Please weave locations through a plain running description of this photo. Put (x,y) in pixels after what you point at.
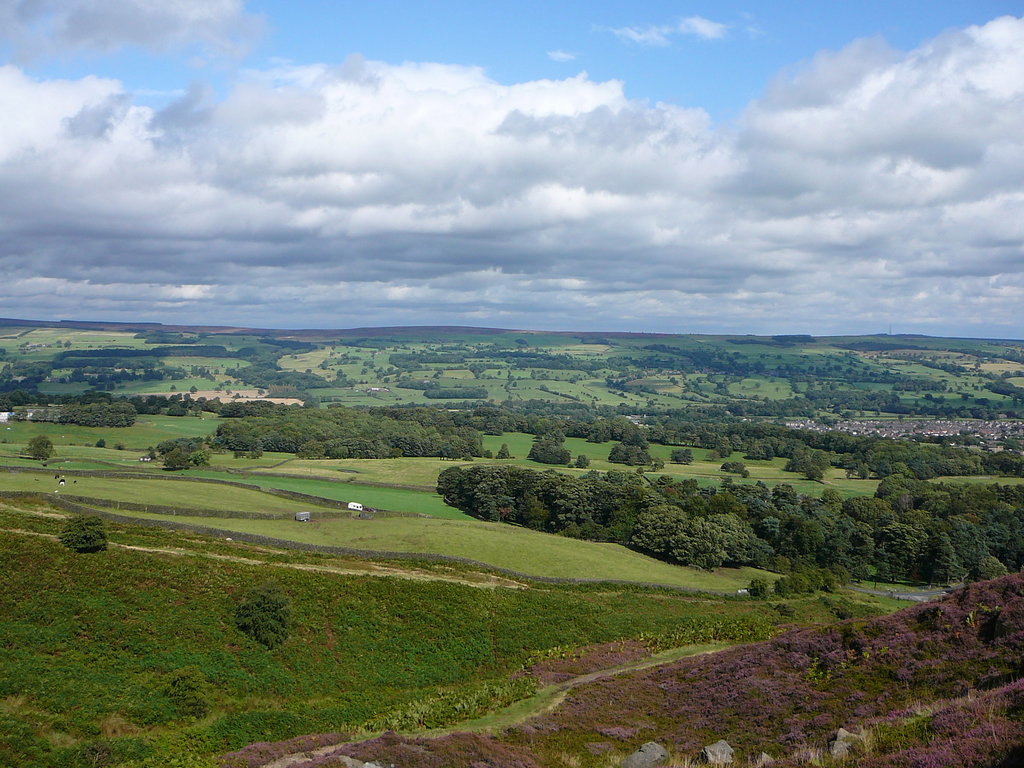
In this image I see the green grass (387,402) and I see number of trees (315,448) and I see the purple color plants (808,633) over here and I see few stones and in the background (658,323) I see the sky (695,171) which is a bit cloudy.
